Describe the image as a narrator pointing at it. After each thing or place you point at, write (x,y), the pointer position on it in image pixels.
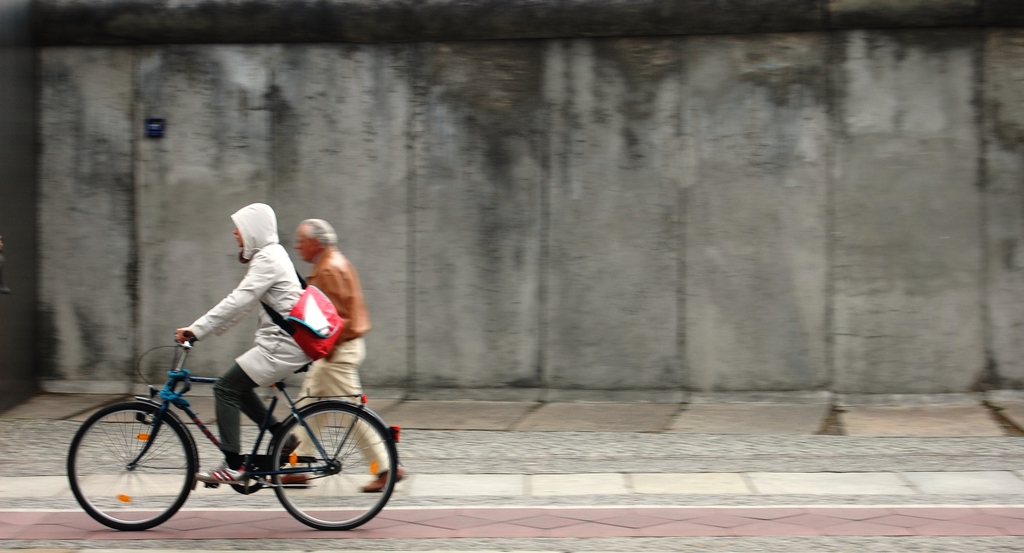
In this image we can see a person (206,473) riding a bicycle (315,468). Behind the bicycle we can see a person (338,355) walking. In the background (406,380), we can see the wall (367,140).
